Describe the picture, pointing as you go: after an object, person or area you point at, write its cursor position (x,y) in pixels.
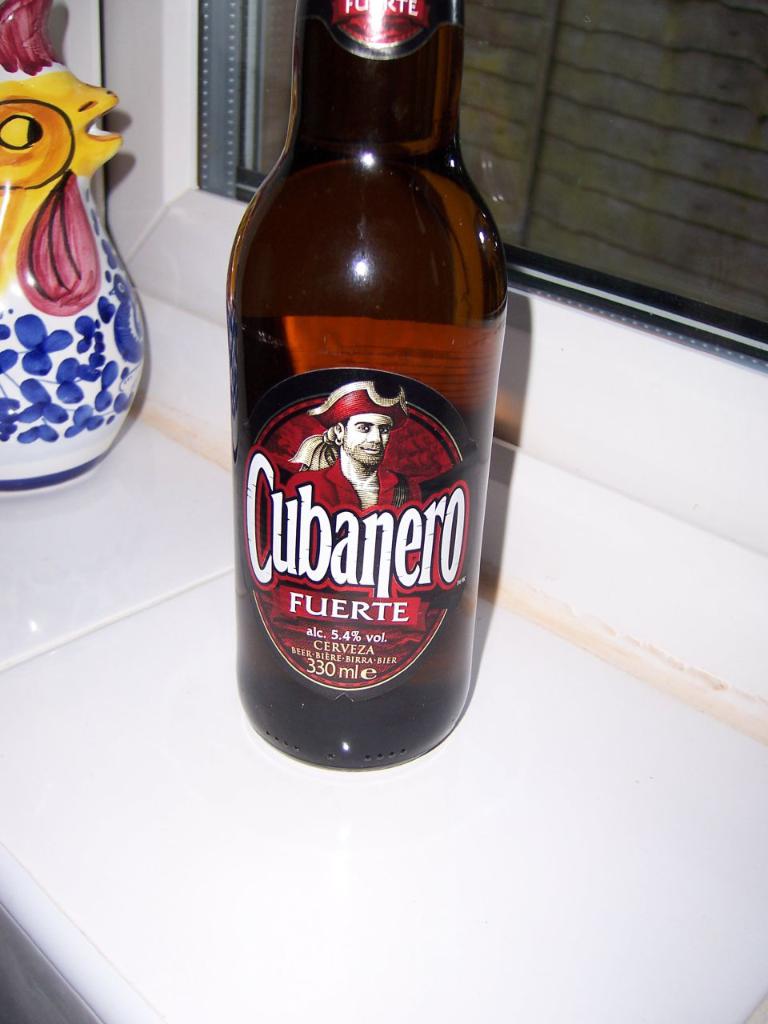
In this picture there is a bottle (373,212) named CUBANERO FUERTE which is placed on top of a white table (248,730). In the top left corner of the image (36,145) we find a beautiful object (60,288). In the background (225,97) there is glass window (239,103).
